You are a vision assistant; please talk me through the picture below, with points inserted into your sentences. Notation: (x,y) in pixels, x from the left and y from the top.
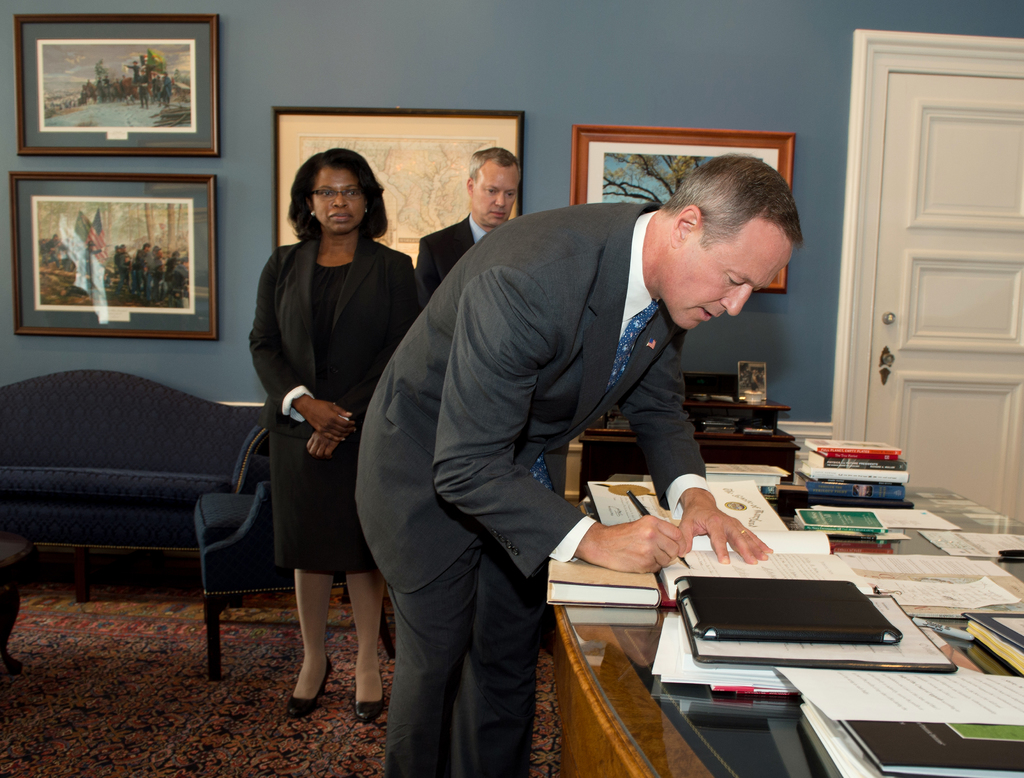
This picture shows a man (588,541) standing and writing on a book (781,534) on the table (740,716) and we see few more books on the tables (726,750) and we see a man (444,243) and woman (386,269) standing on his back and we see few photo frames (201,206) on the wall (652,75) and a sofa (68,372) and a chair (270,457).
